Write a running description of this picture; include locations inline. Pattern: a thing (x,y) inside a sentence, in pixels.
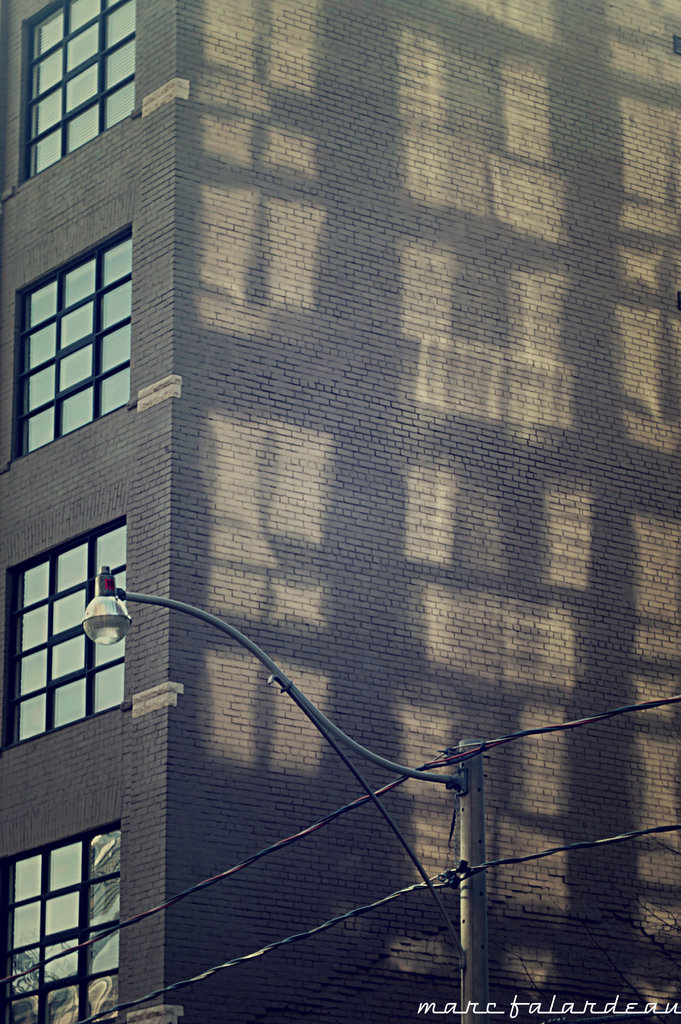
In this image there is a building (487,250). On the left side (81,301) there are glass windows (65,654). At the bottom (471,921) there is a pole (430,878) to which there is a light (120,624).
